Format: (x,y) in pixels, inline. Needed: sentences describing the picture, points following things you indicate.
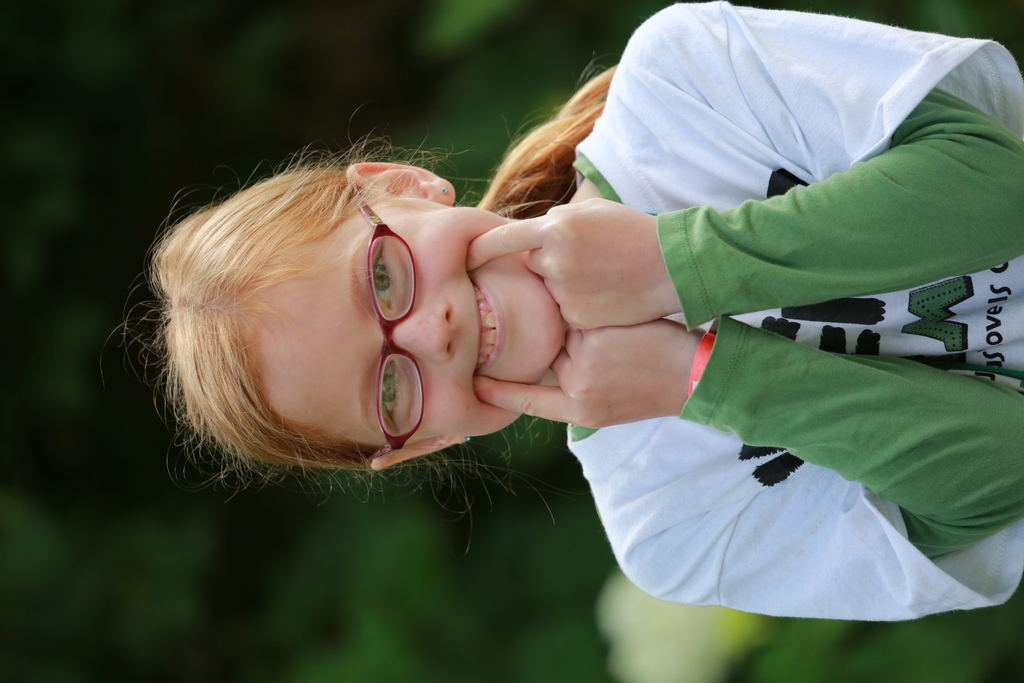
In this picture, we can see a girl (541,182) and the background (413,613) is blurred.
